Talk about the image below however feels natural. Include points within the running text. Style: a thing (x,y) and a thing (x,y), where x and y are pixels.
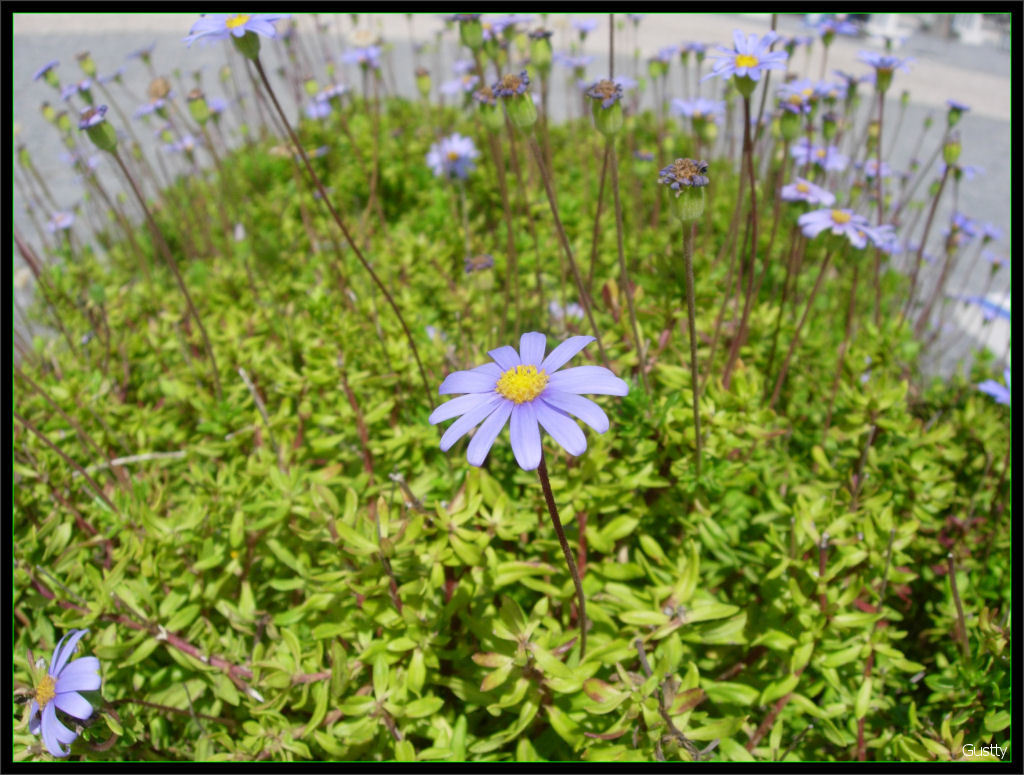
In this image there are plants (552,533) with the flowers (492,417) on it. On the backside (997,222) there is a road (962,84).
